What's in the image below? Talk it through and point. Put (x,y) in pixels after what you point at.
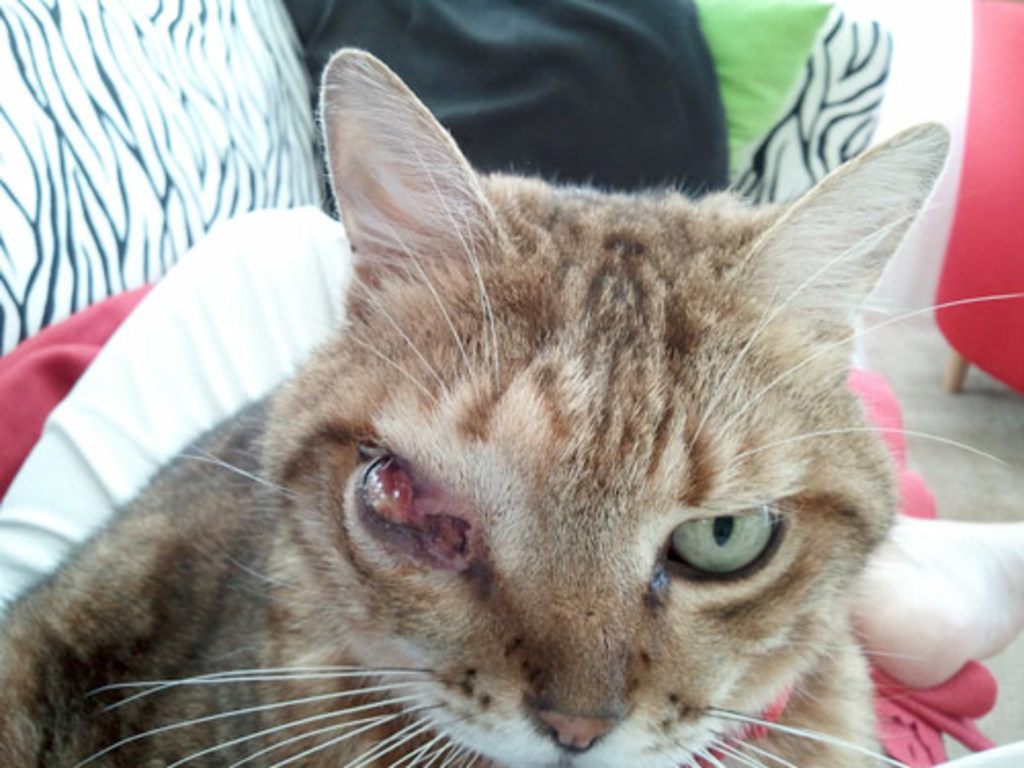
In this image we can see a cat (597,331).
